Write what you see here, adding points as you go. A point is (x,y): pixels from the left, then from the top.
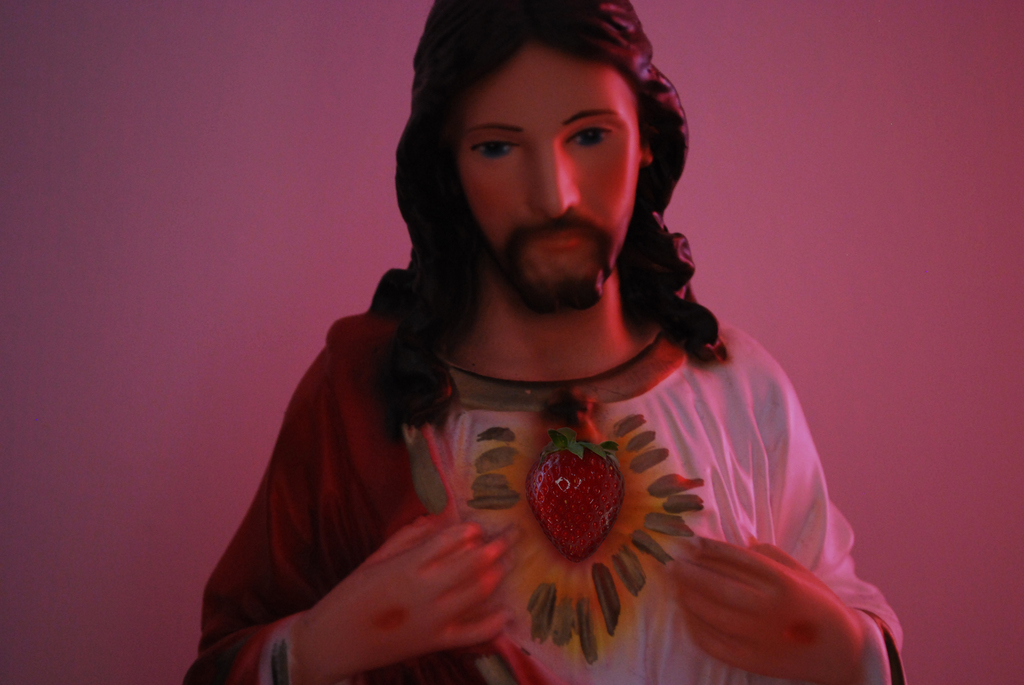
There is a statue (598,418) of a Jesus Christ (595,356) and the background (816,275) is pink in color.
